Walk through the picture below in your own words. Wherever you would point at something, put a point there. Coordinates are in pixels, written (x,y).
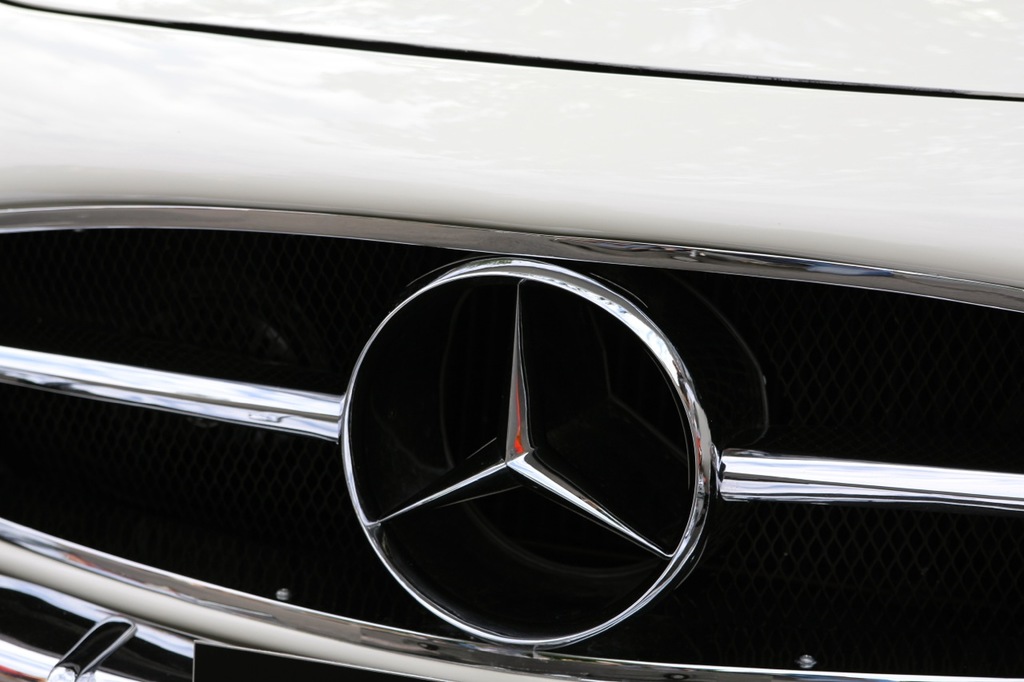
In this picture we can see car (812,65) and car symbol (375,464).
